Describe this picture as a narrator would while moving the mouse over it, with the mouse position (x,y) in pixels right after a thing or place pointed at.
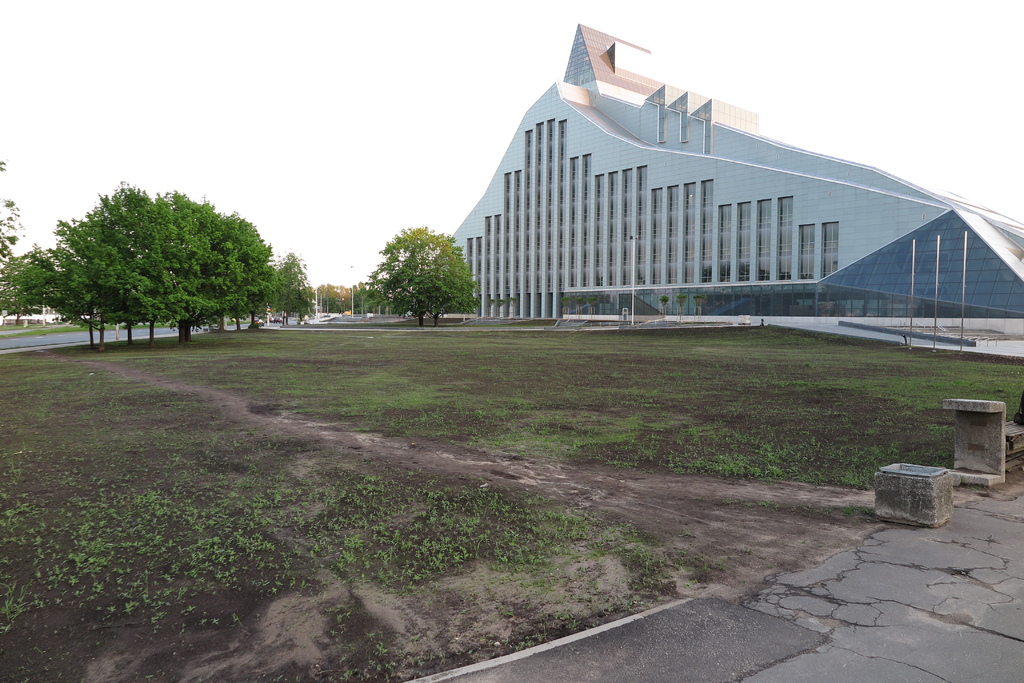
In this image we can see building (495,265), trees (288,303), sky (331,139), ground (397,378), floor (783,581), pole (913,260) and bench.
